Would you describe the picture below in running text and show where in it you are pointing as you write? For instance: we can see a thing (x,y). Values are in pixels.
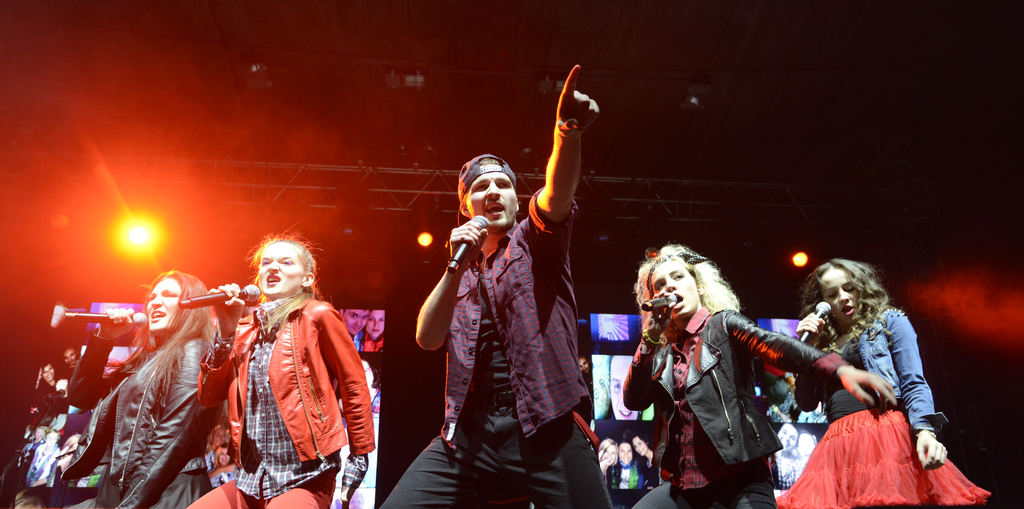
In this picture i can see a man (575,375) and women (99,343) are standing. I can also see these people (334,371) are holding microphones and the man (520,366) is wearing a cap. In the background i can see stage lights (128,226).
